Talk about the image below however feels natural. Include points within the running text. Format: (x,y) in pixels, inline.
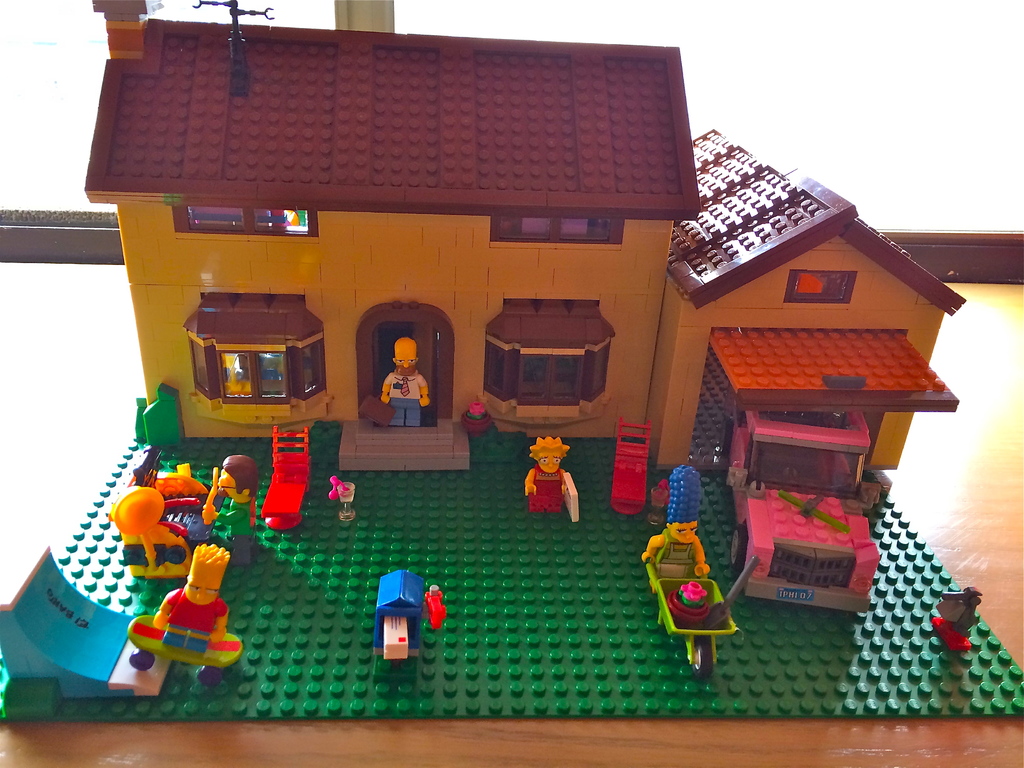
In this picture there is a toy house (802,360) in the center of the image (376,382).
